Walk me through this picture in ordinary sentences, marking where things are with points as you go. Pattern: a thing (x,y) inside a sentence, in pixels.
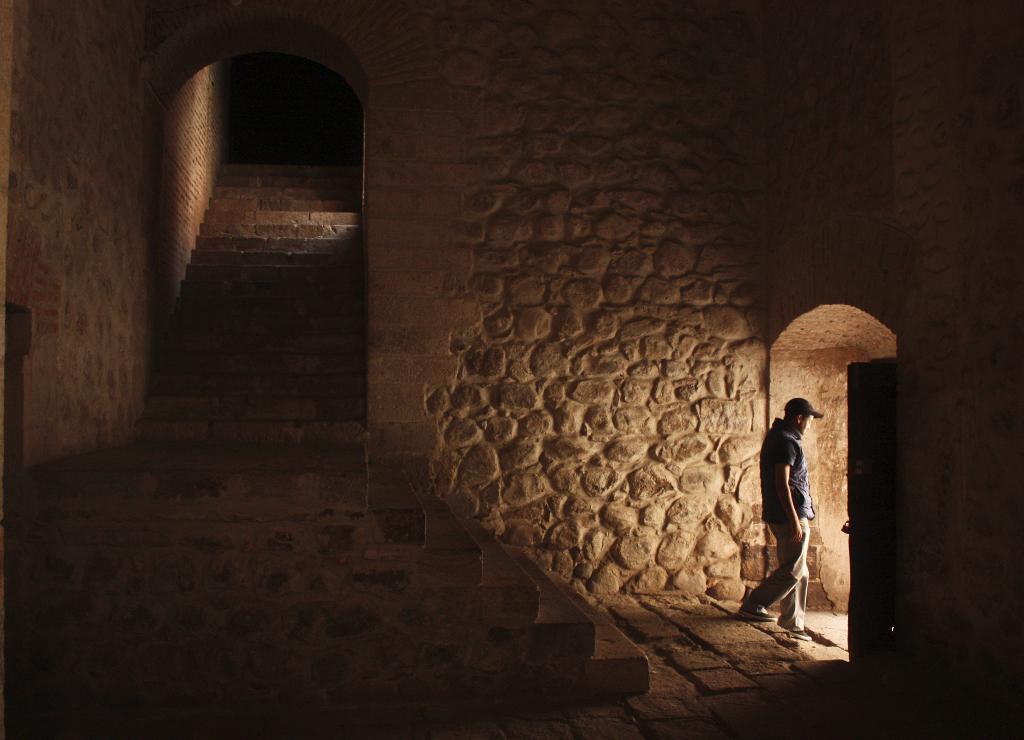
On the right side of the image (784,563) we can see a man (797,505) walking. In the center (373,469) there are stairs (545,676) and there is a road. In the background (907,560) there is a stone wall (574,266).
